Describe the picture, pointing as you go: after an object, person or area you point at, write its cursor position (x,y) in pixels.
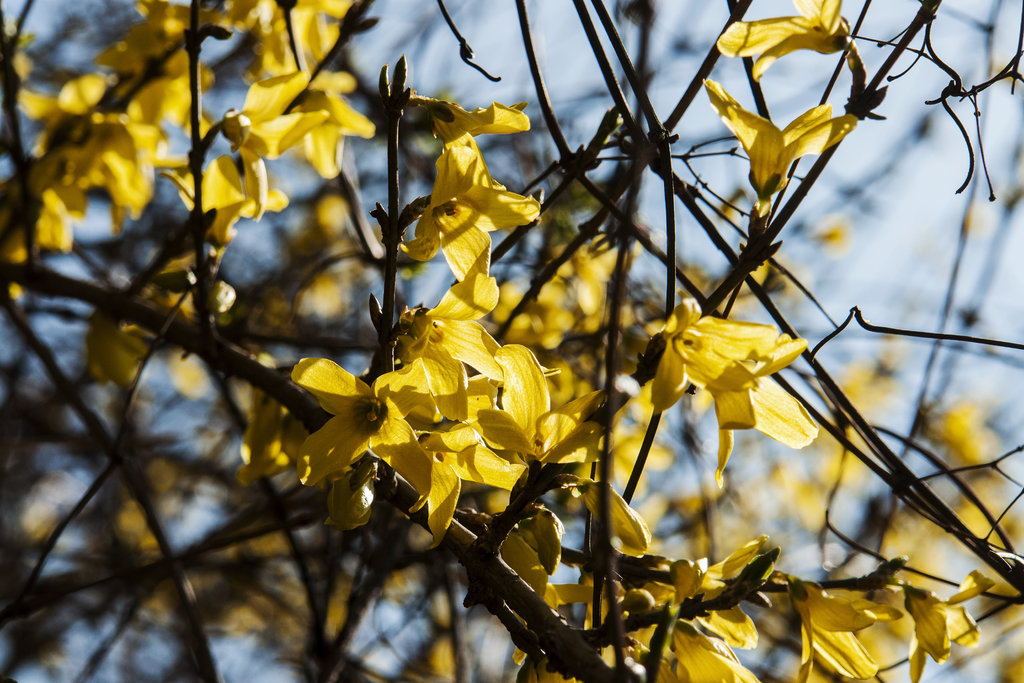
This image consists of flowers (416,383) in yellow color. And we can see the stems (336,640) of a plant (620,334). In the background (900,259), there is sky (233,671).
